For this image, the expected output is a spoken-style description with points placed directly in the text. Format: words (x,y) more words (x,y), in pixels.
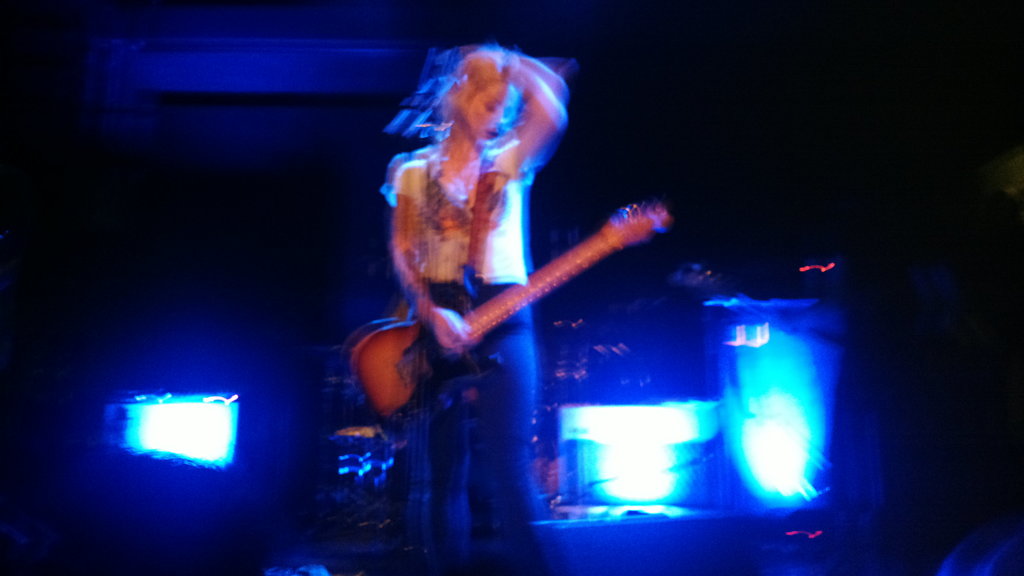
In this picture there is a woman (453,233) holding a guitar (471,320). There are some lights (766,401) in the background (789,412).
